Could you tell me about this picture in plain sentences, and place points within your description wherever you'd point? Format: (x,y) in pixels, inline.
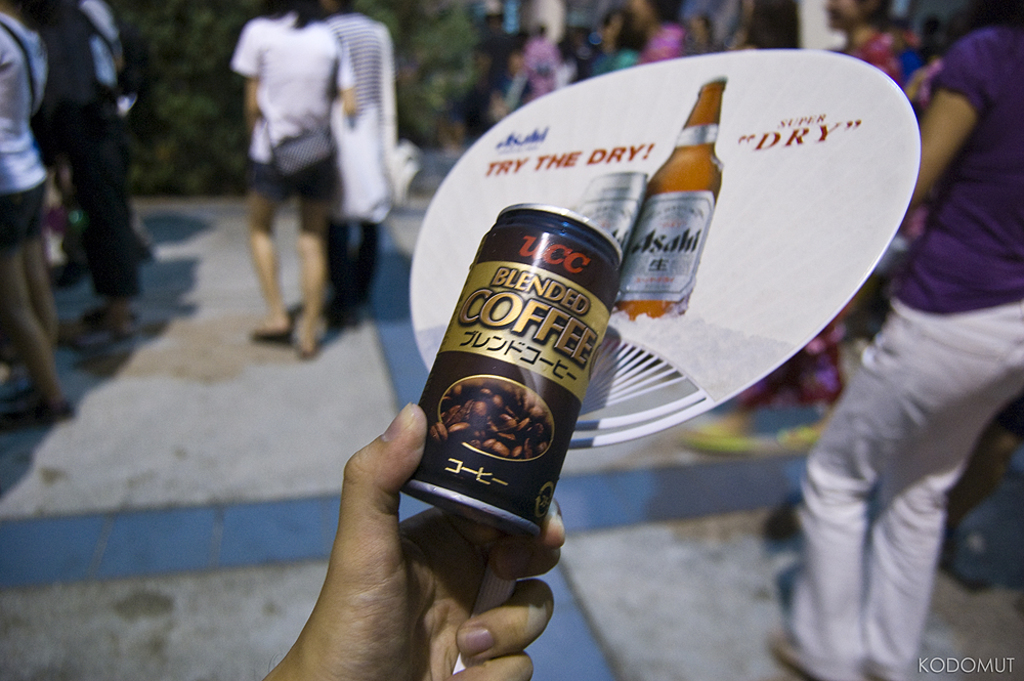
In this image a man (423,528) holding coffee tin (535,242) in his hand (525,553), in the background (96,153) there are few people (383,48) standing.
